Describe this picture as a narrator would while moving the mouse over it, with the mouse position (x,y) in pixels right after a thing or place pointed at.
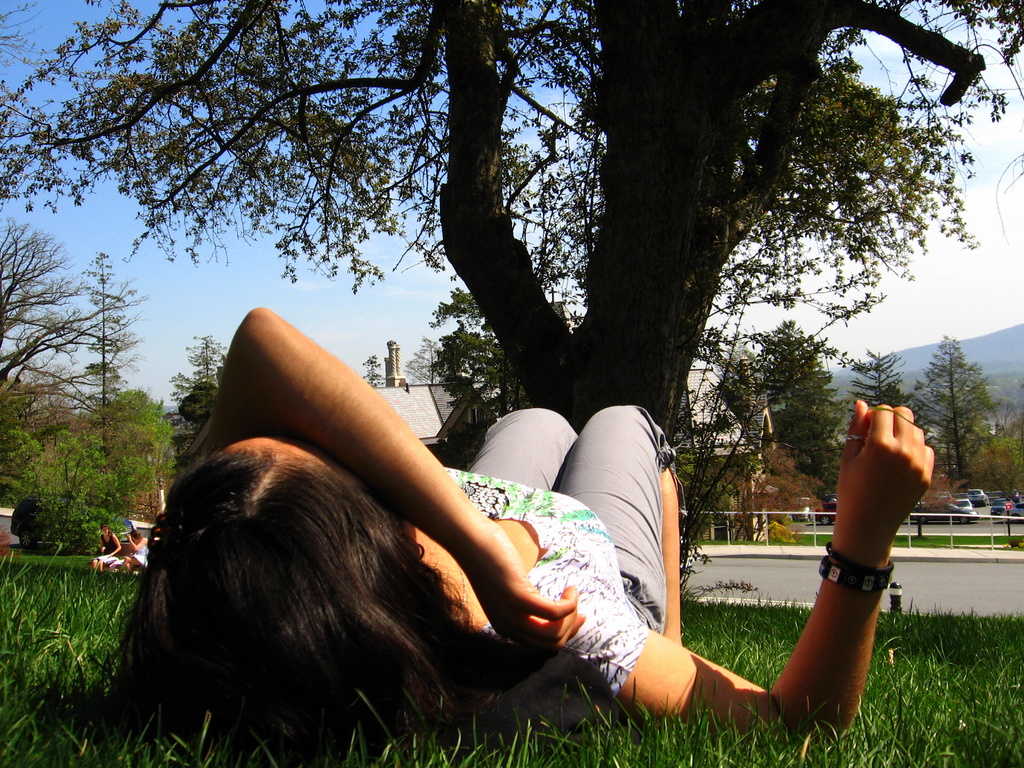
In this image we can see a person (522,591) wearing white color top (565,586), ash color short (605,482) sleeping on the ground (415,743), there is grass (54,659) and in the background of the image (108,550) there are two persons (146,550) sitting, there is road (811,590), fencing (933,514) and some vehicles (952,508) parked, there are some trees (819,344) and top of the image (931,247) there is clear sky (884,337).
